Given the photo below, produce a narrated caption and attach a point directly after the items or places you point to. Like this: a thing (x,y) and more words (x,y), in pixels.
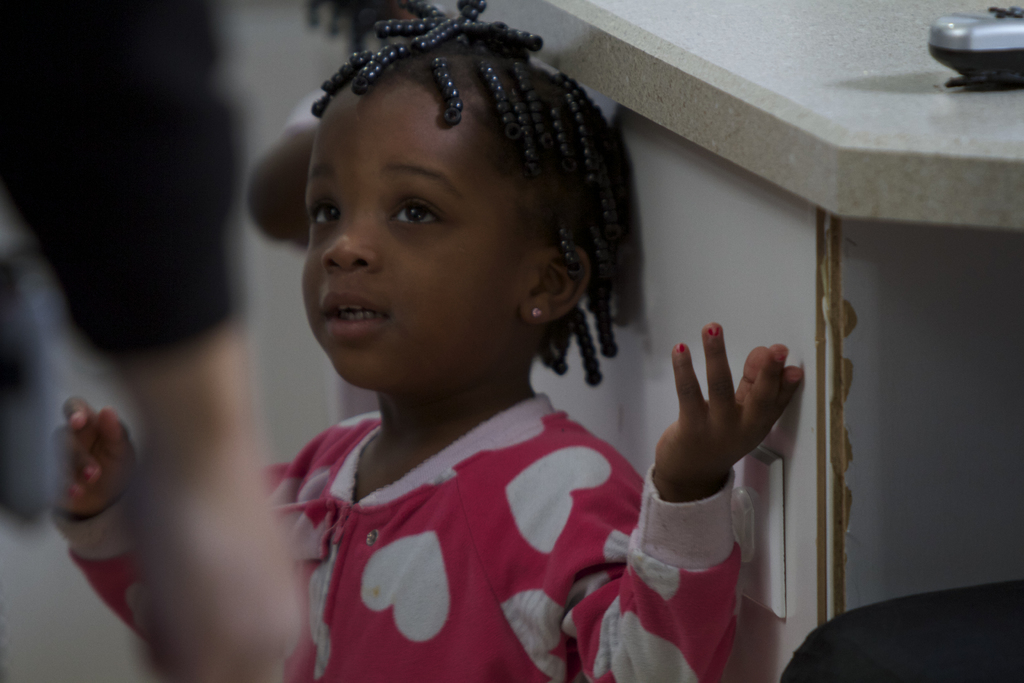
In the foreground of this image (488,492), there is a girl (499,486). On the left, there is a person's hand (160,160). In the right bottom corner (989,668), there is a black color object (1006,660) and an object (988,32) on the stone surface (756,38). We can also see another person (287,146) in the background (273,172).
